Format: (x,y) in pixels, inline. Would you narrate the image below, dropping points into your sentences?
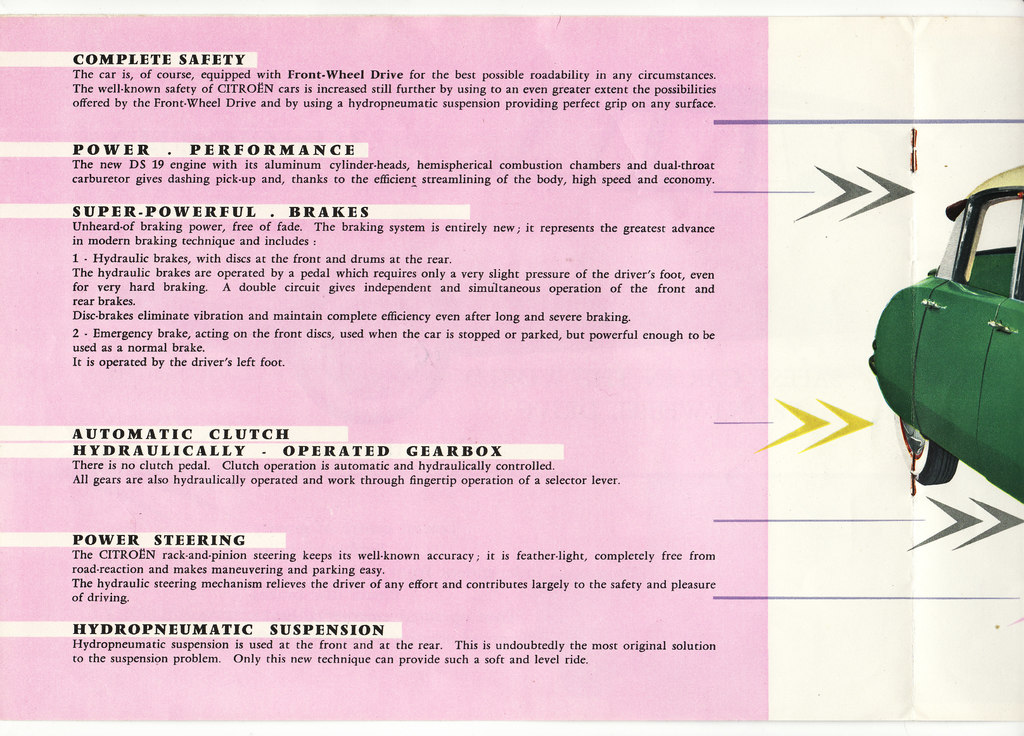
This picture shows paper cutting (917,378). We see text (430,638) on the left (127,152) and a car picture (917,322) on the right (1019,447).
